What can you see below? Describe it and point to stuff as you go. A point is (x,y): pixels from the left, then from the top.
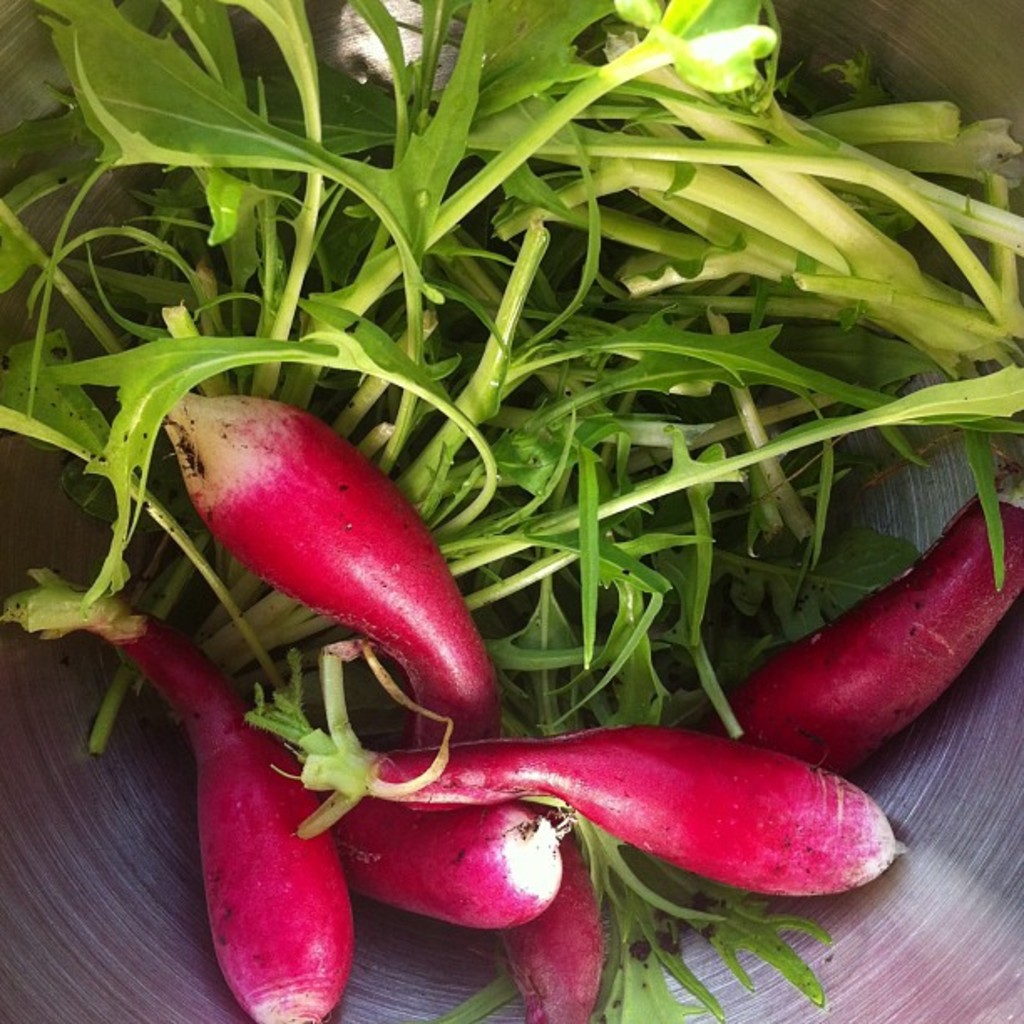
In this picture I can see the green leaves (552,152) and I see few vegetables (414,613) which are of red color.
